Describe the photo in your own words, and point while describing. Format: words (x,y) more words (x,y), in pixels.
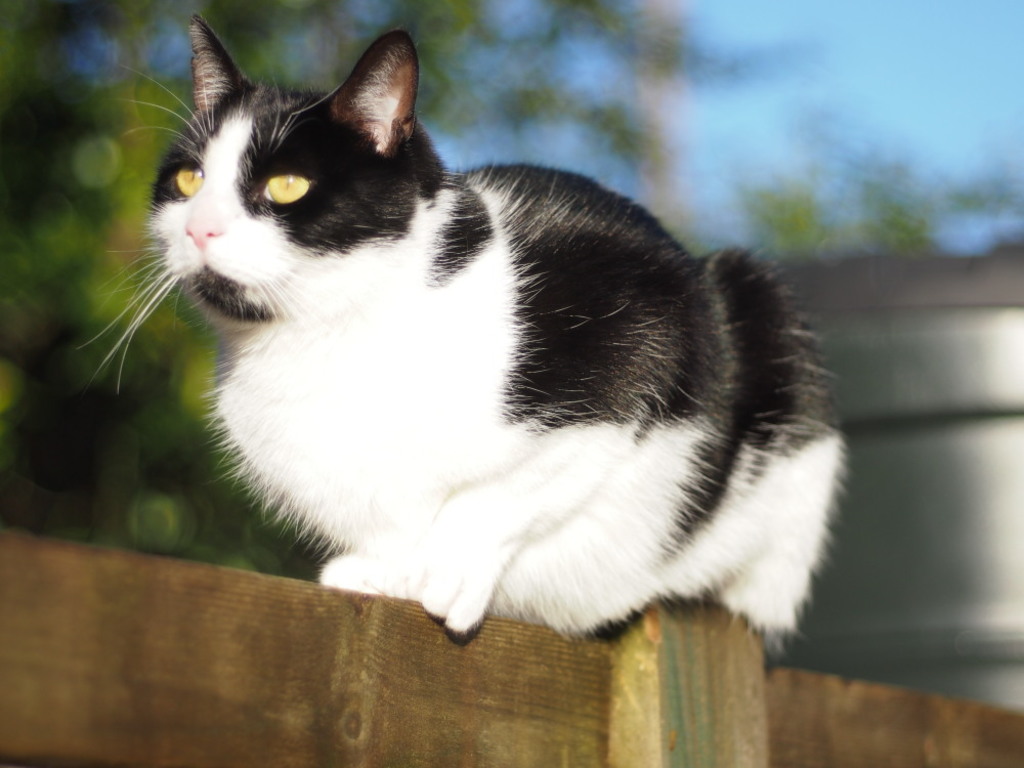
In this image there is a cat (384,468) which is on the wooden wall (244,616). In the background (69,357) there are trees (292,59). At the top (885,55) there is the sky (885,55).
